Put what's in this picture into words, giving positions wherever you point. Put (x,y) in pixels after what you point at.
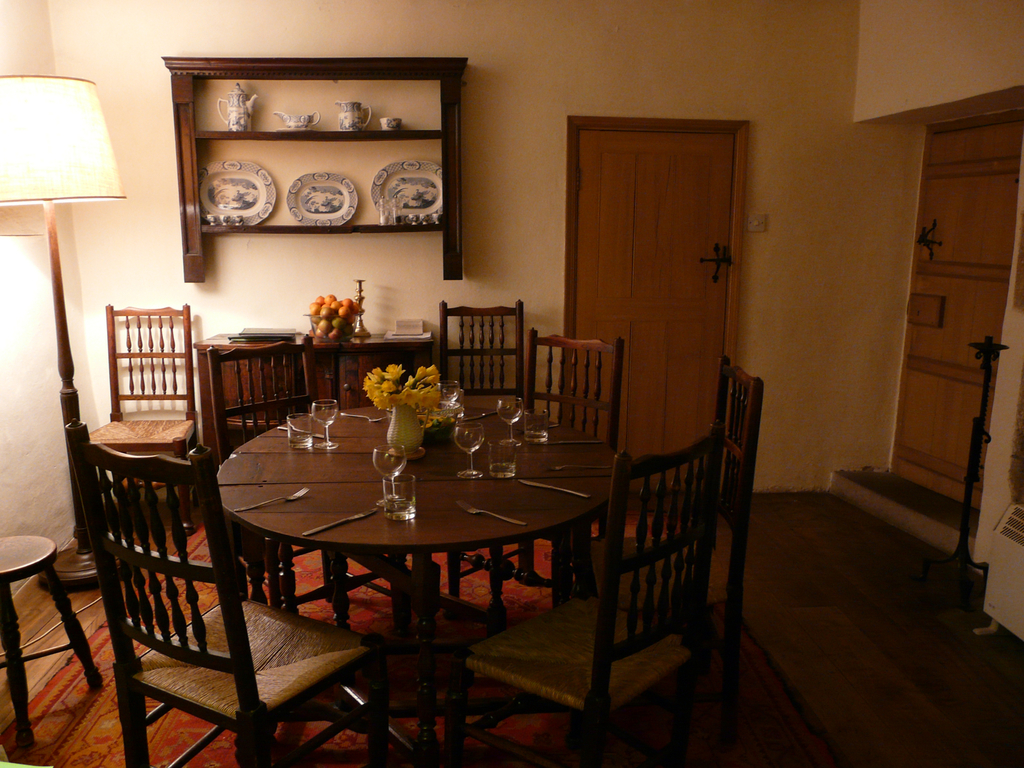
In this picture, there is a dining table (538,443) in the center (358,486) surrounded by the chairs (227,664). On the table (508,516), there are glass (509,433), forks (468,510) and knife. In the center of the table (361,453), there is a flower vase (423,387). Towards the left (42,120), there is a lamp (53,288), stool (4,538) and a chair (187,364). On the top (352,77), there is a shelf (355,229) with plates (220,196), kettles (235,114) etc. Below it, there is a desk (314,344). On the desk (330,343), there are some objects (423,324). Beside it, there is a door (671,344). Towards the right (935,397), there is another door (949,352).
